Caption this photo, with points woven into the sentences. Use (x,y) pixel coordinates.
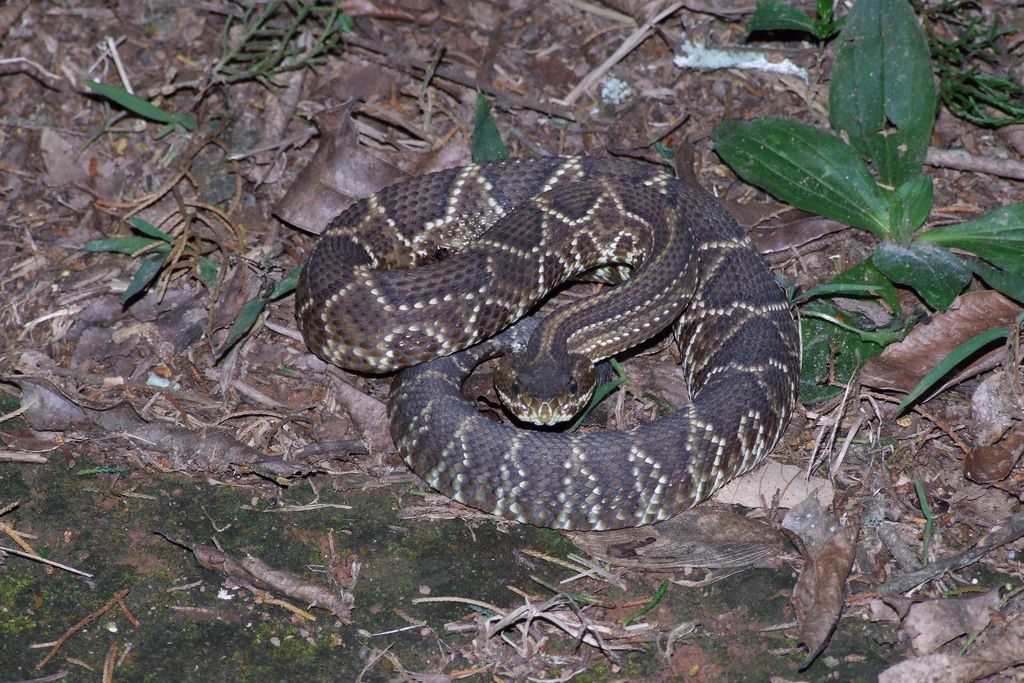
In this image I can see a snake (503,334) on the ground (284,500). I can see the grass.
